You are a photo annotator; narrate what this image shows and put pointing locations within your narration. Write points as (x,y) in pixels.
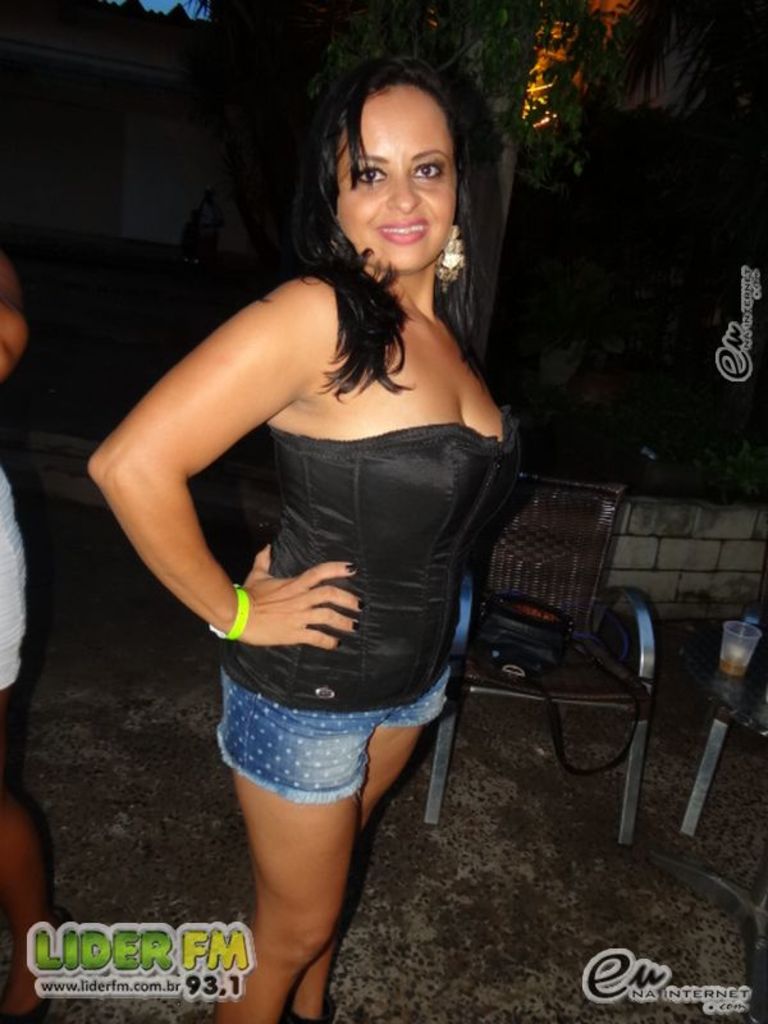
In this picture we can see a woman (457,199) standing and smiling, chair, bag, table (710,694), glass (745,642) and a person (9,323) and in the background (227,100) we can see a tree (227,142), wall (182,147).
